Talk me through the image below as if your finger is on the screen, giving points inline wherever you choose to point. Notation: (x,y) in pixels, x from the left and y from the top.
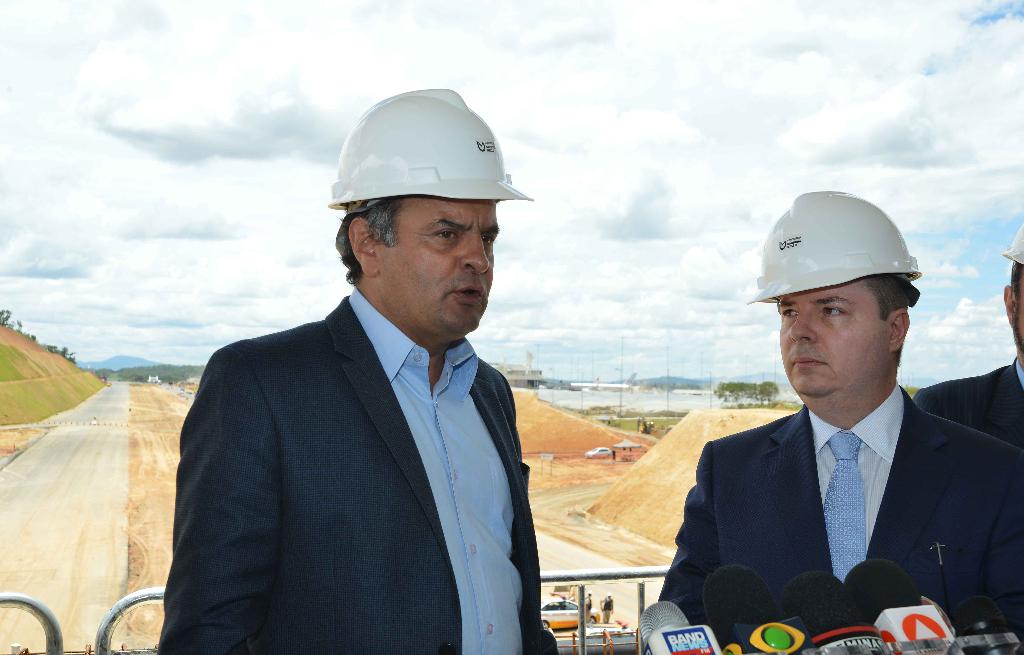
In the image I can see people (510,415) are standing among them the people (990,475) in front of the image are wearing white color helmets (866,269), shirts (425,443) and black color coats (294,519). I can also see vehicles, microphones (824,623), trees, roads (110,490) and some other objects (587,386) on the ground (151,567). In the background (523,374) I can see poles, boards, buildings (537,375), mountains (128,365) and the sky (610,125).
